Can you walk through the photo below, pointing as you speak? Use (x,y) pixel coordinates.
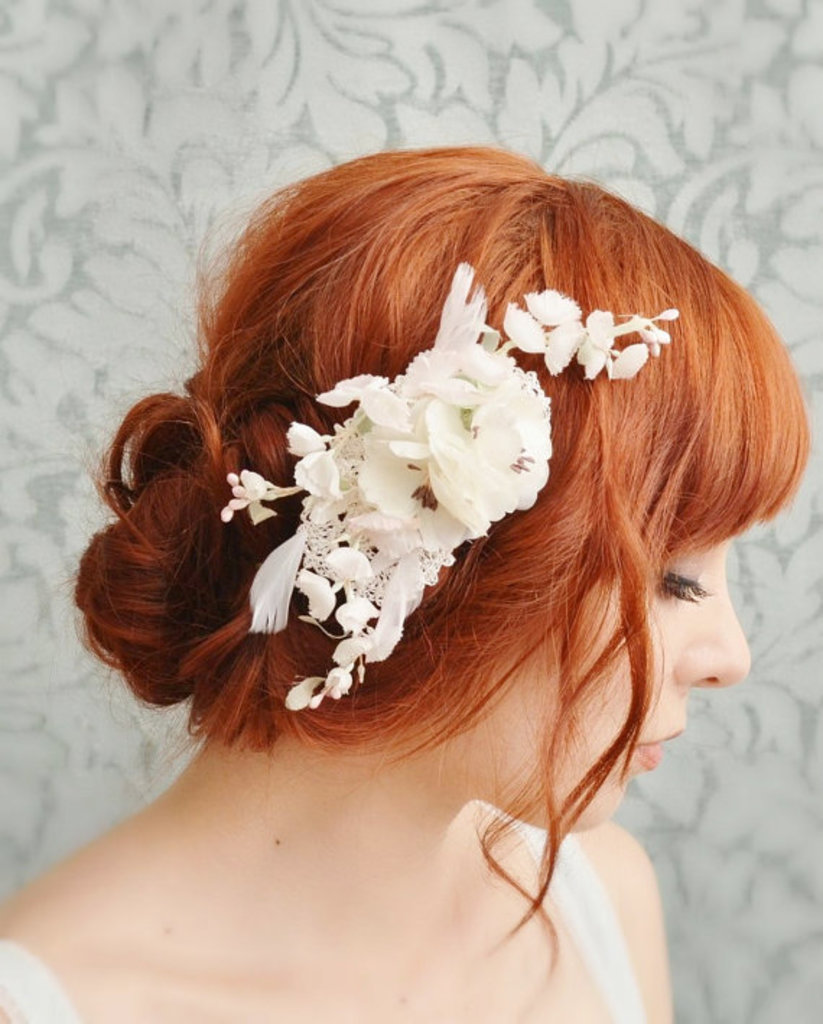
In this image we can see a woman (222,722) who is having flowers (511,399) in her hair (299,636). In the background (428,49), we can see a wall (53,407) with a different design (700,167).
